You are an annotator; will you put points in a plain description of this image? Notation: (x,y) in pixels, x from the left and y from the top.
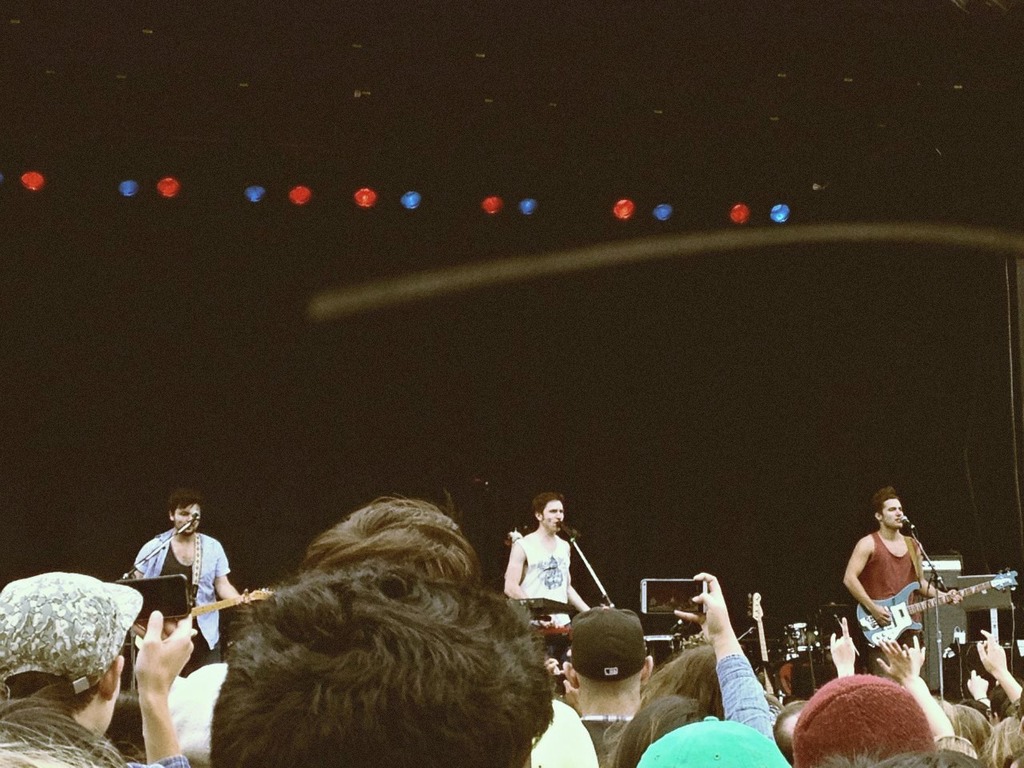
A rock band (561,519) is performing on the stage (769,560). There is man (550,535) singing in the center (554,505) and two men (875,610) on either side playing guitar (927,607). There are lights (1,175) on the top (535,208). The crowd (287,671) is in the front (324,718).
